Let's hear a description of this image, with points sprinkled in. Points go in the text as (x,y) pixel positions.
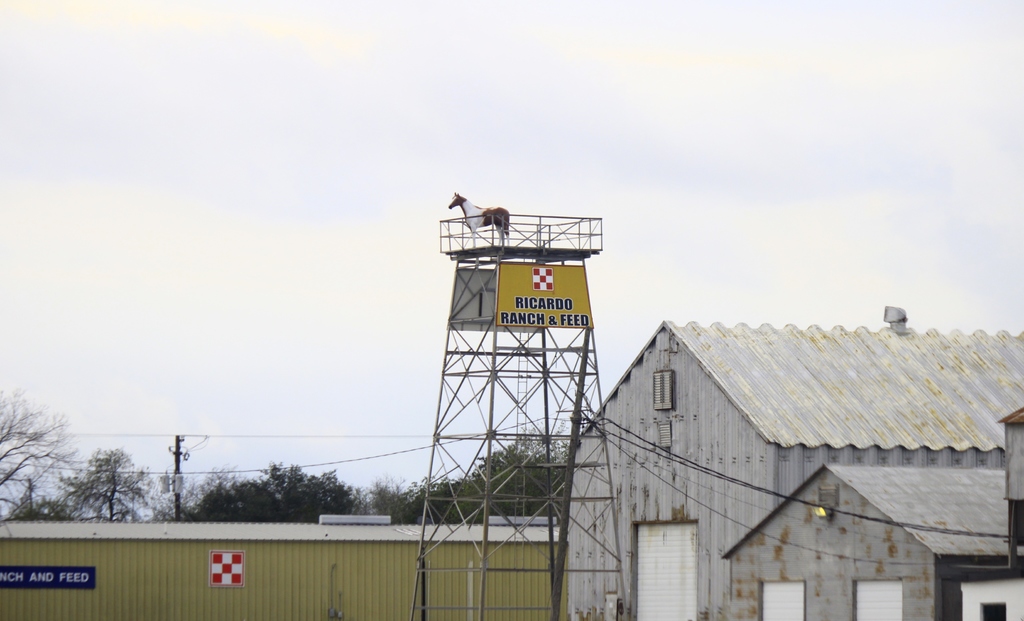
In this picture I can see a horse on the tower (461,302), there are boards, shutters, there are sheds (389,594), there are trees (40,508), and in the background (553,168) there is the sky (593,214).
